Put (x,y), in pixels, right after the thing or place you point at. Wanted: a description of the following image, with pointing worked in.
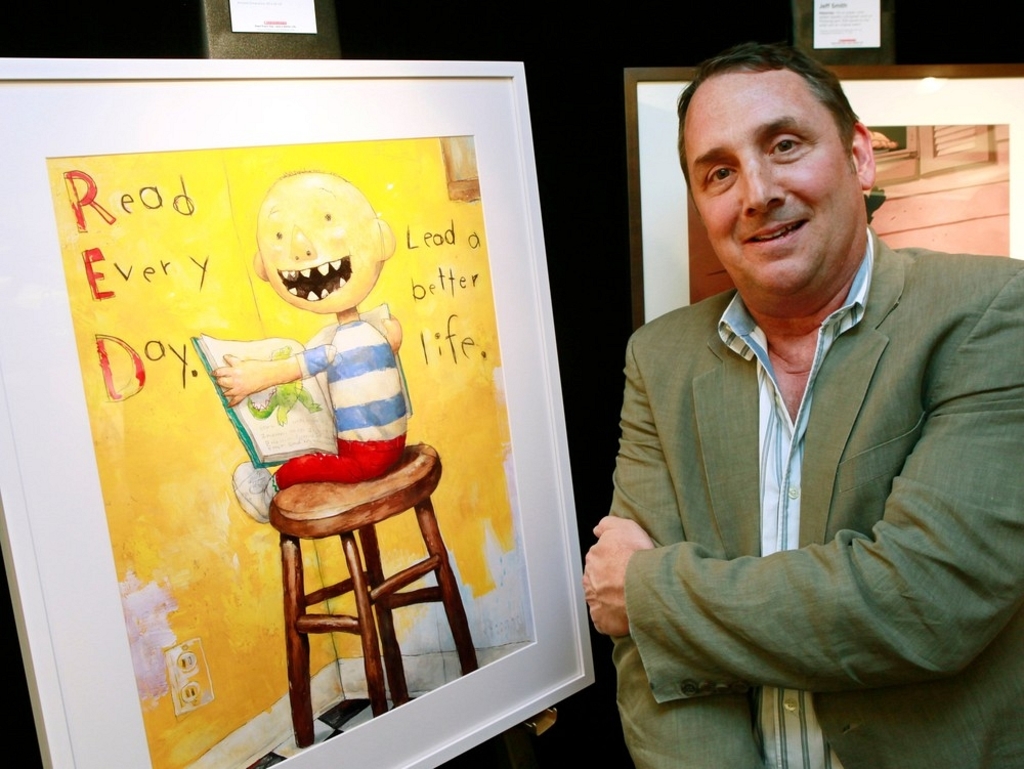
In this picture there is a man (759,343) standing, wearing a coat (745,498) and smiling beside the board (558,465) to which chart (214,377) was stuck. In the chart (375,315) there is a painting (328,423) of a boy (341,428), sitting on the stool (346,535).
